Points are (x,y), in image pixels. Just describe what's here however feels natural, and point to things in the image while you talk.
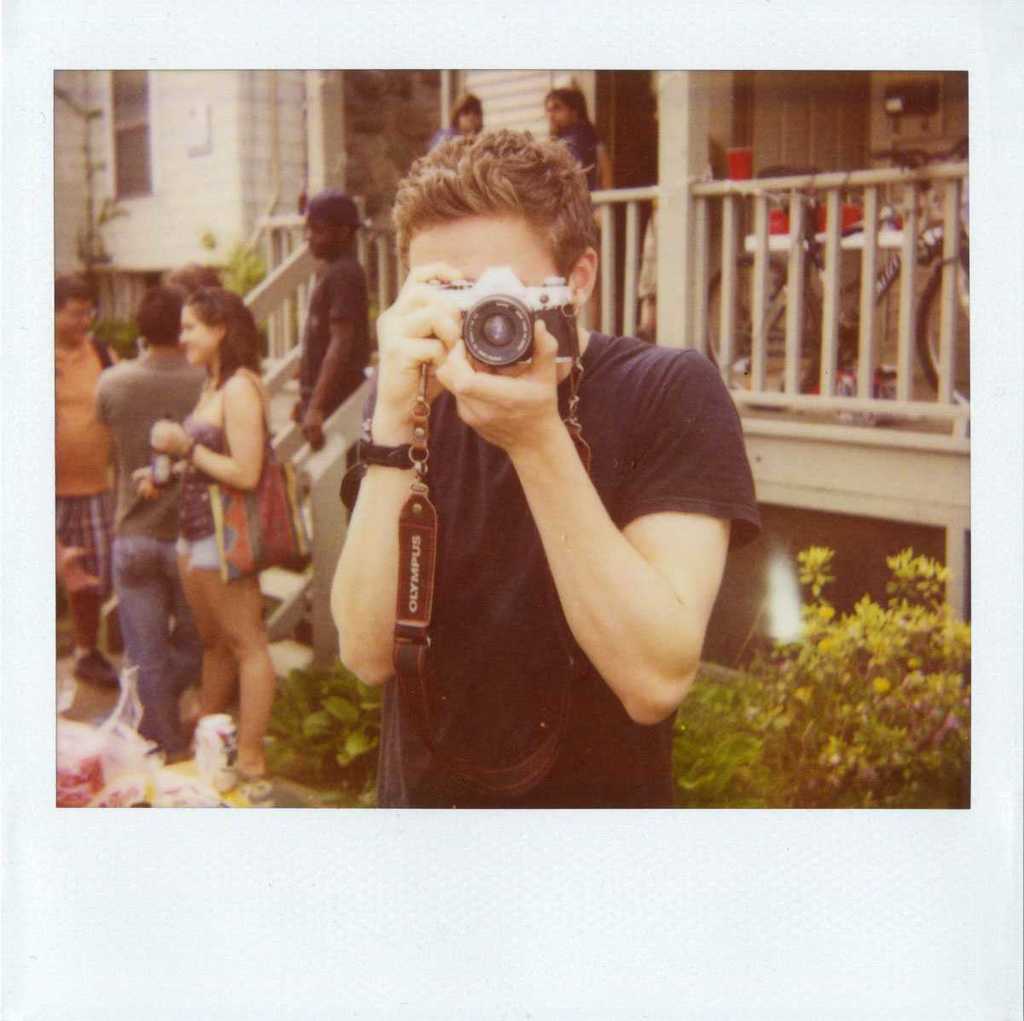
In the above picture i could see a person (622,450) standing and taking a picture holding a camera (493,343) and beside there are many plants (872,737) and many persons (234,368) are standing, and i could see a house (182,114) in the background of the picture (885,337).
